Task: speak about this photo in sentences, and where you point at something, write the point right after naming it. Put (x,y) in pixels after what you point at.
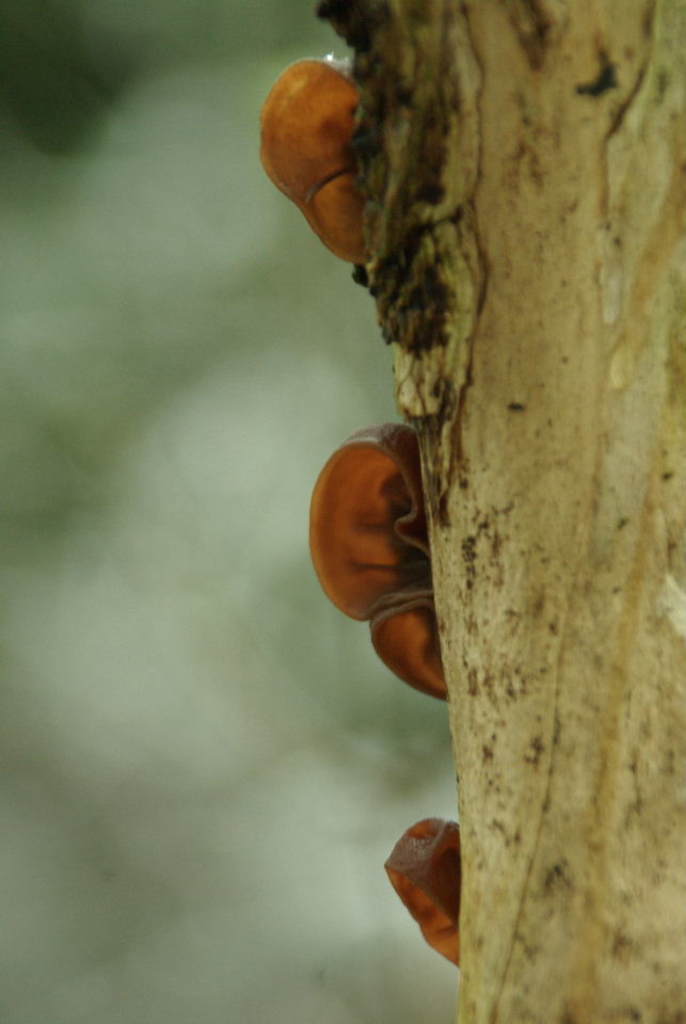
In this image there are fungi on the bark (630,971) of a tree (630,971).
